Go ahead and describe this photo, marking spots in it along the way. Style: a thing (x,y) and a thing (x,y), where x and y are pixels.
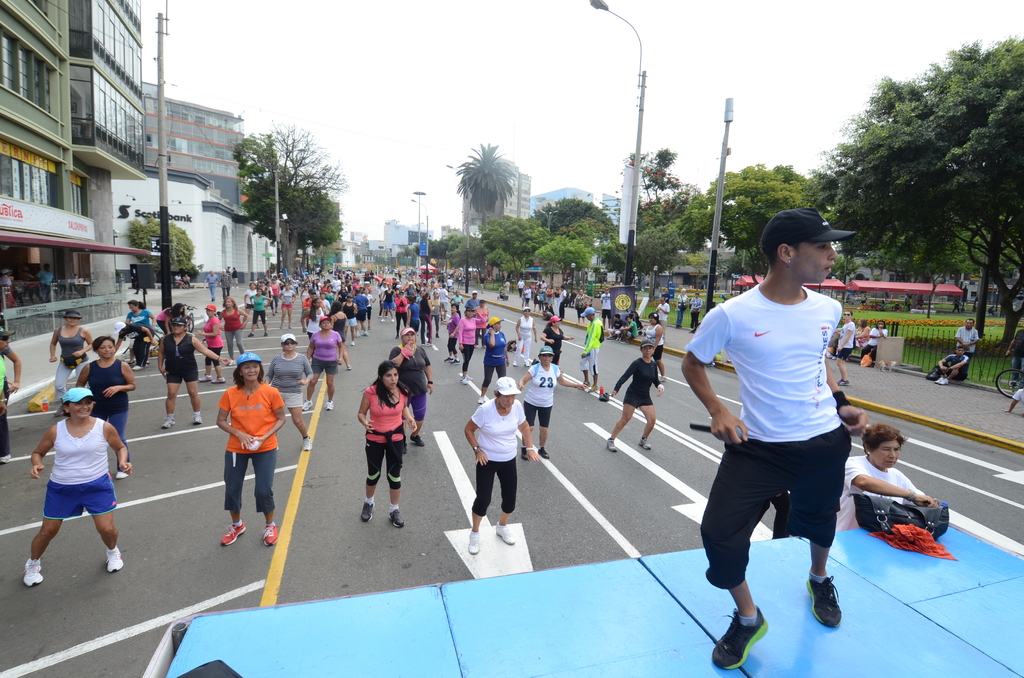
In this image there are people (514,406) dancing on a road (595,412) and one person (743,573) is dancing on a stage (769,580), in the background (955,271) there are trees (860,170), buildings (495,216) and light poles (719,235), on the left side (266,264) there are buildings (70,177).
